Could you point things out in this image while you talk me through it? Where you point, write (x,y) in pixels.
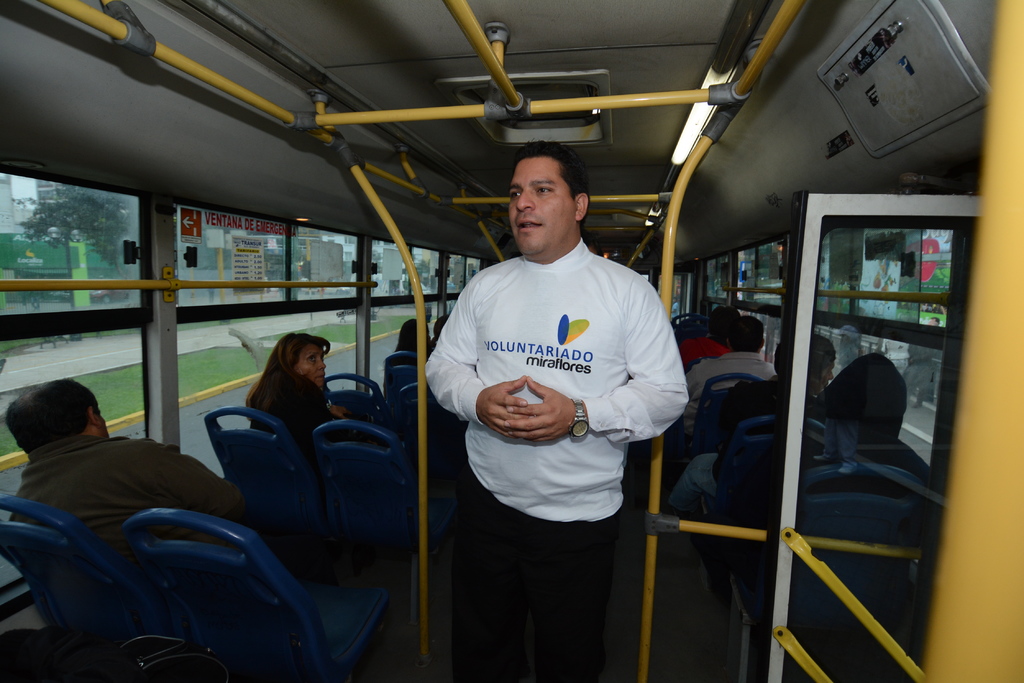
This is the inside picture of the bus (404,539). In the center of the image (525,418) there is a person (545,618) and there are few people (110,460) sitting on the chairs (331,455). On both right and left side of the image (338,279) there are glass windows (118,341) through which we can see trees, buildings (351,252).
